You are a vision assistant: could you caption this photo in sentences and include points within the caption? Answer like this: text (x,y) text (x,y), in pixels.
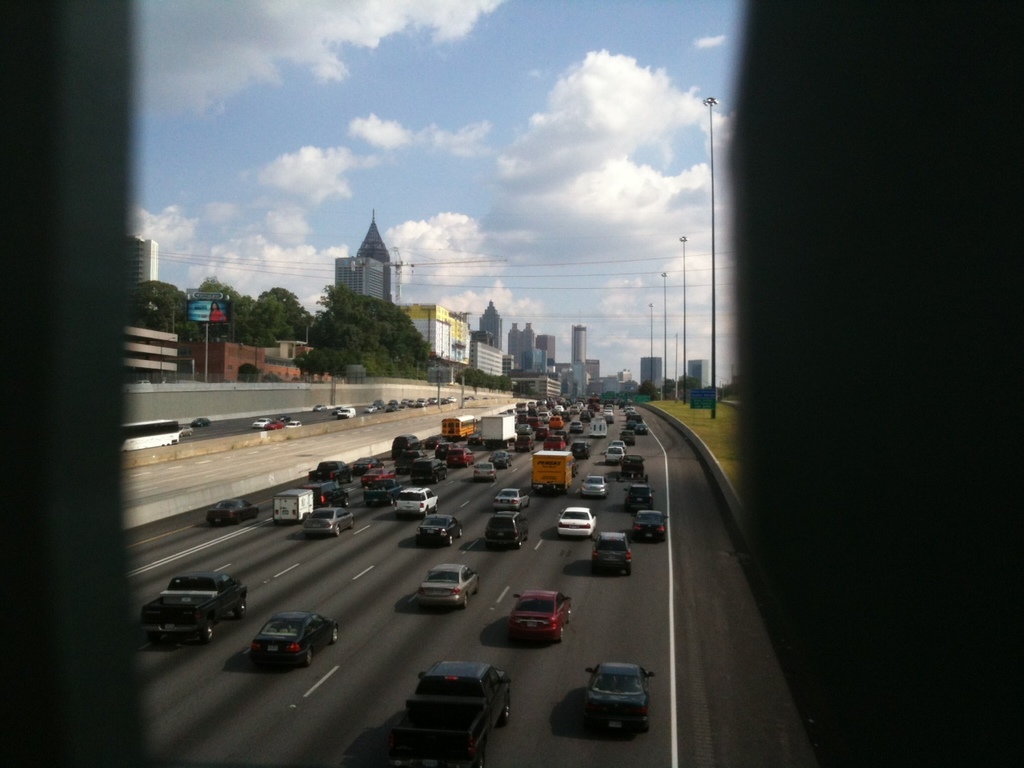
This picture is clicked outside. In the center (441,459) we can see the group of vehicles (385,485) running on the road (709,609). In the background (547,276) there is a sky (414,80) with the clouds (570,206) and we can see the lights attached to the poles (714,281) and we can see the buildings (234,345), trees (428,349) and some other objects (407,387).
